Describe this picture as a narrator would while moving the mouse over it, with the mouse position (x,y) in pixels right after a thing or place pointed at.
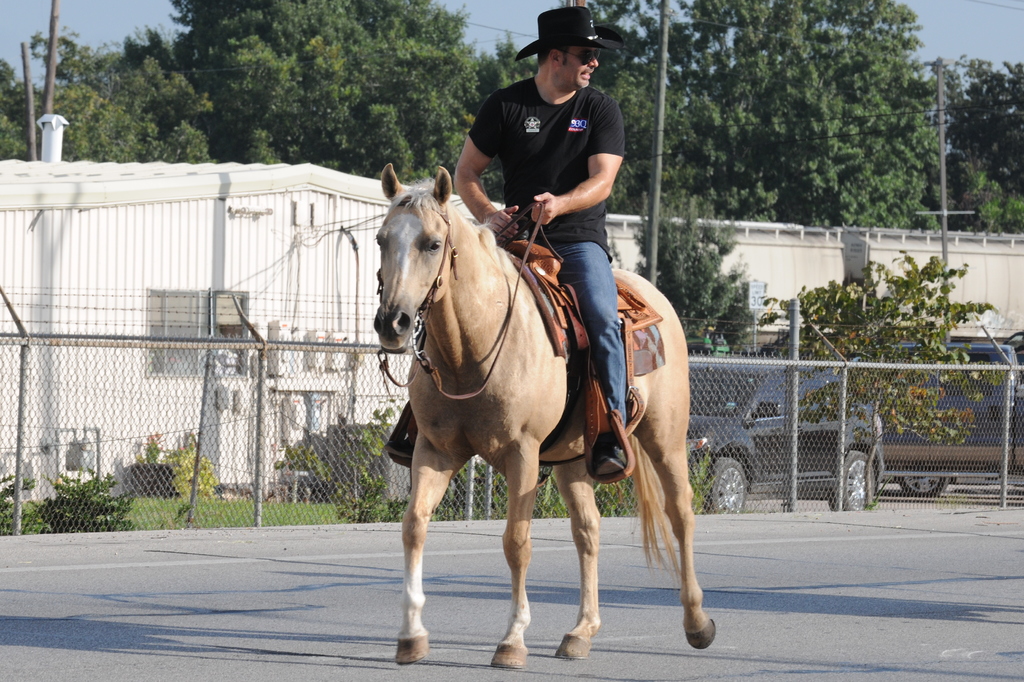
In this image there is a horse (501,451) on the road (790,560). There is a person (541,142) sitting on the horse (659,441). Behind the horse (672,442) there is a metal fence (998,444). There are plants (204,457). There are cars (783,448). In the background of the image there is a wall (99,278). There are poles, trees (759,192) and sky (952,36).
